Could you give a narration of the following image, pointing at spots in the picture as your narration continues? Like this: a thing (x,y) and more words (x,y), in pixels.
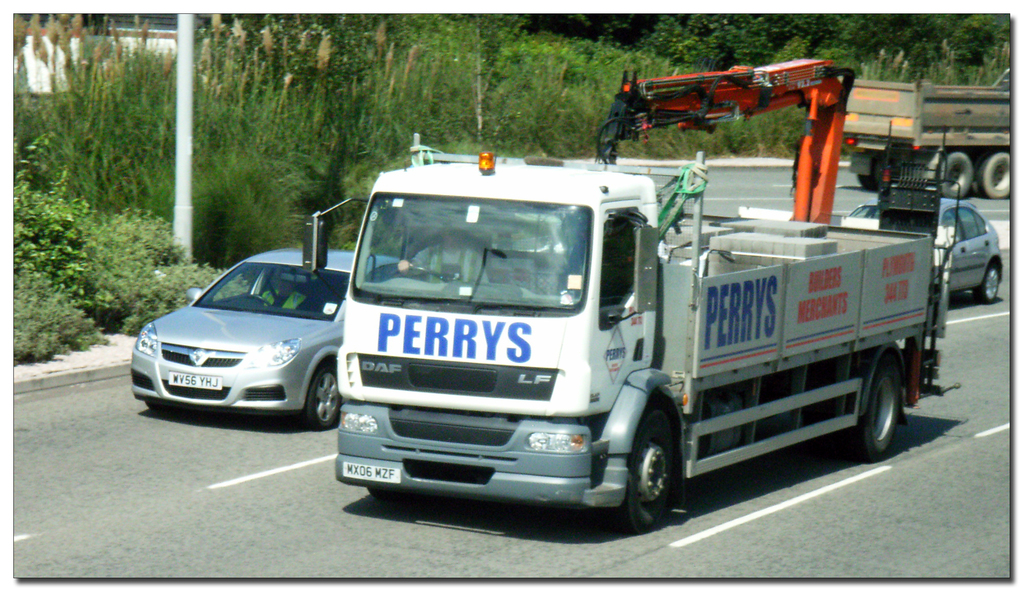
Here we can see a car (248,282) and a truck (563,311) on a road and the truck (626,182) consist of a crane (826,153) and beside them we can see plants (438,116) and trees (715,54).
